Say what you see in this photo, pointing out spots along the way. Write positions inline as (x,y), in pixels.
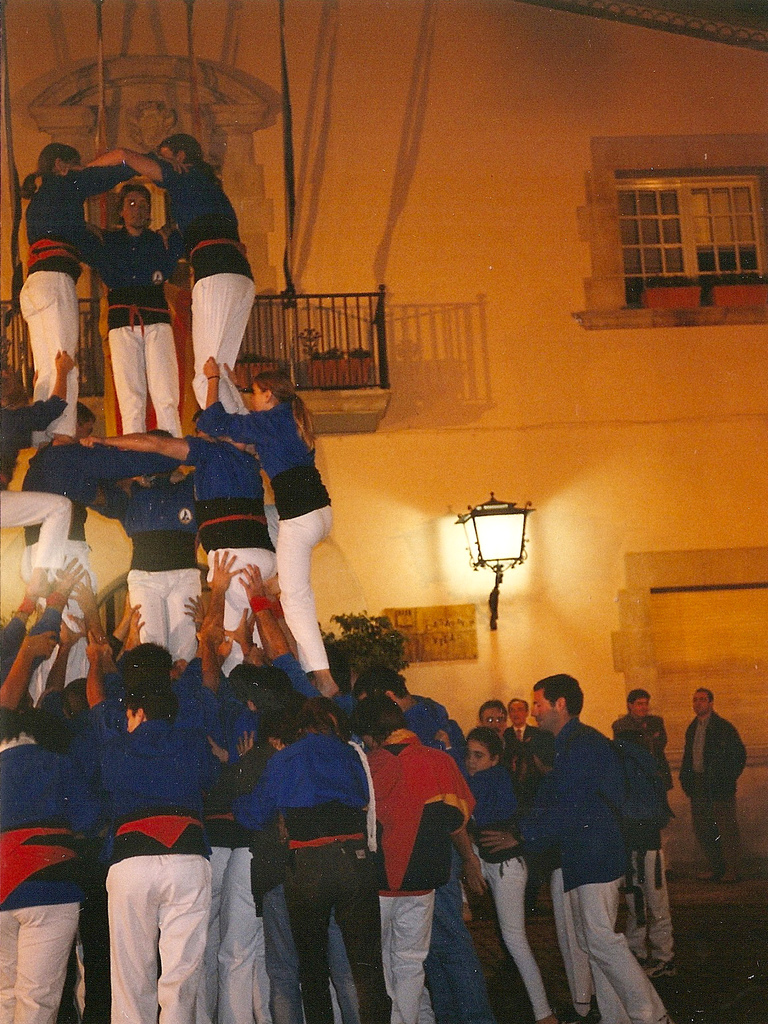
This is the picture of a place where we have some people (245,662) performing some circus and behind there is a building (598,552) to which there are some windows (711,266) and a lamp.
